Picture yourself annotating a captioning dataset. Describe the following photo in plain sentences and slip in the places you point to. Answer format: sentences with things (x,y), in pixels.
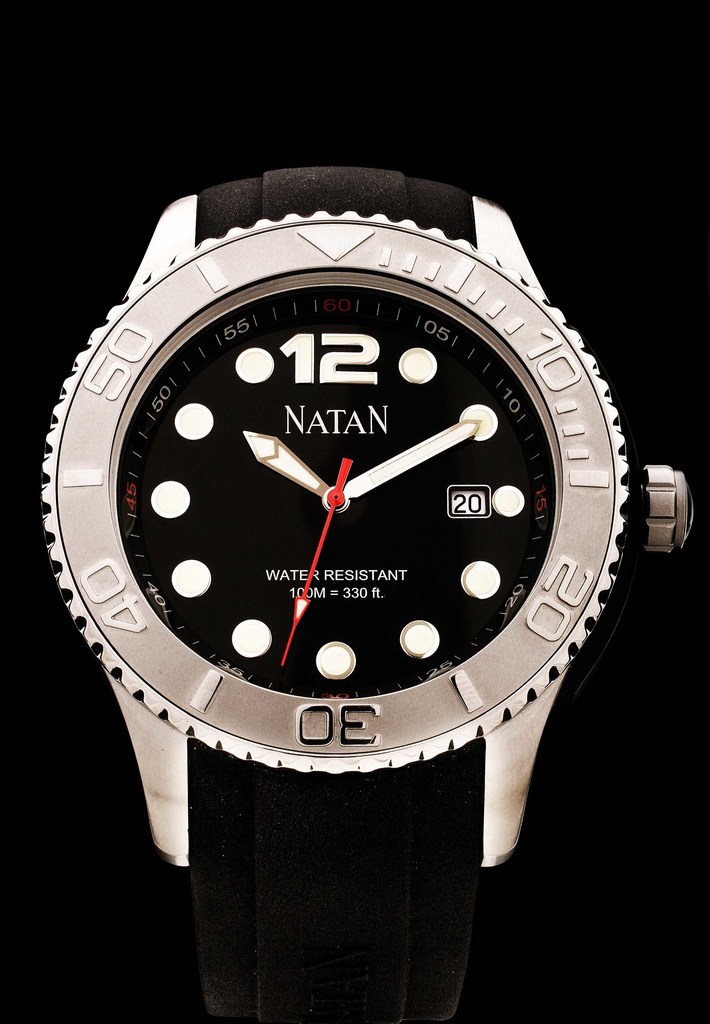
In the picture we can see a wrist watch (484,645) and with a white frame (575,413) and in it we can see a name Natan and to the right hand side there is a button (686,517).
